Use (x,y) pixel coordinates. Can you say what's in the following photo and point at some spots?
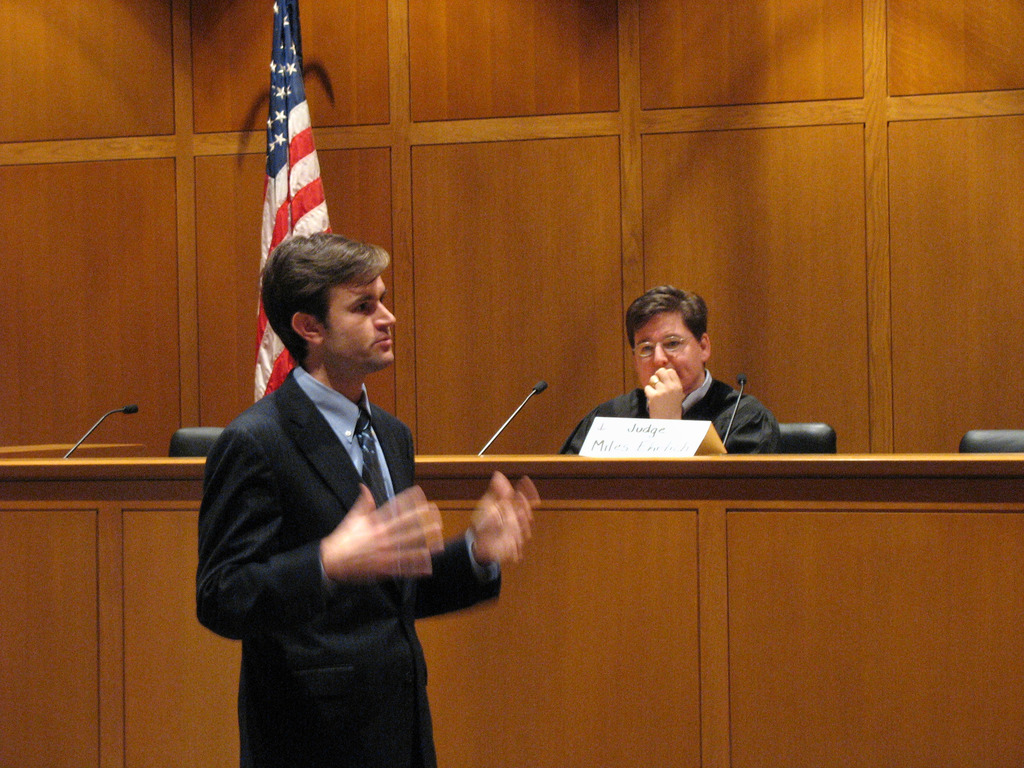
In this image there is a person (505,489) standing, and in the background (590,445) there is a person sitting on the chair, mikes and a name board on the table (847,644), chairs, flag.
